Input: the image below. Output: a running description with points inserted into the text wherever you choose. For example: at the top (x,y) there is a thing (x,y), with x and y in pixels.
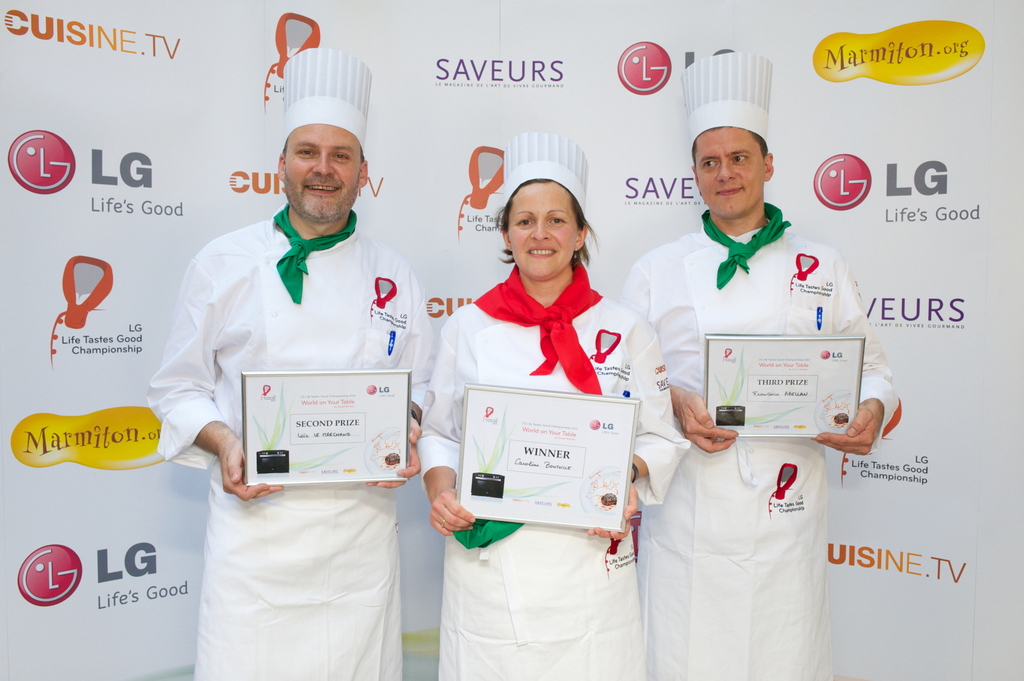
In this image, we can see a few people (614,360) holding objects (731,398). In the background (111,232), we can see a poster (372,112) with some images (46,584) and text (104,603).
